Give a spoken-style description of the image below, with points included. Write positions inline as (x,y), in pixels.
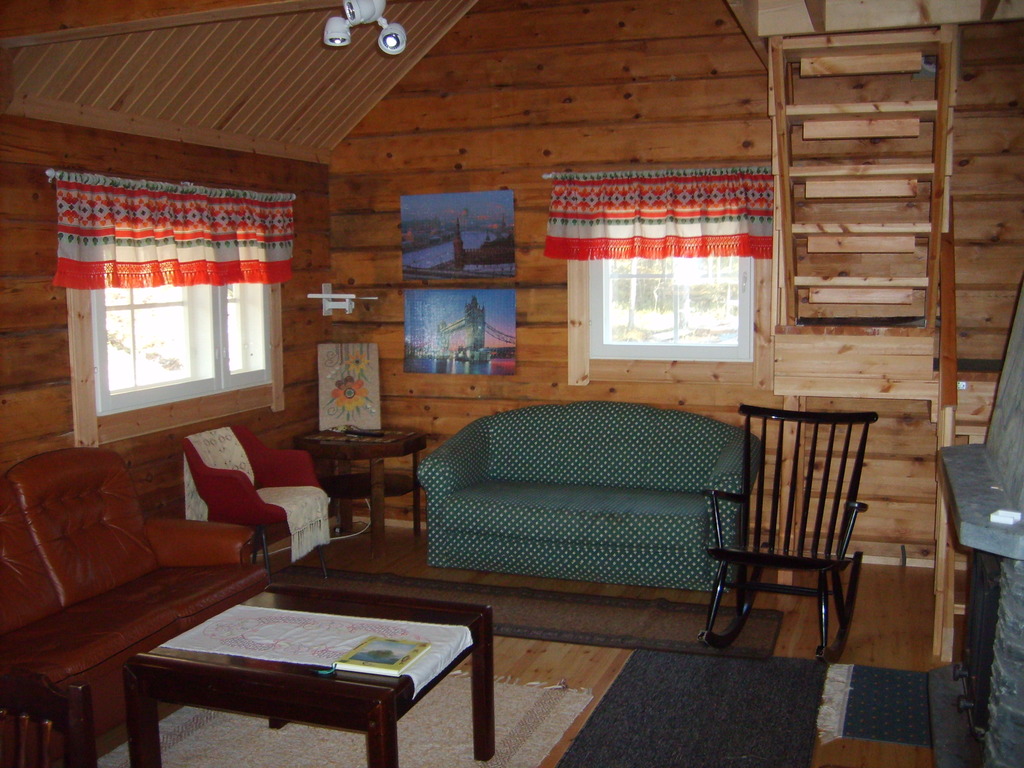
At the top of the picture (396,39) we can see lights (339,26). These are the windows (193,349). This is a floor carpet (699,686). here we can see a chair (769,558) and a table (369,495). These are sofas (50,587). here we can see a table (350,688) and on the table (389,645) we can see a white cloth (364,638) and a book (401,655).
